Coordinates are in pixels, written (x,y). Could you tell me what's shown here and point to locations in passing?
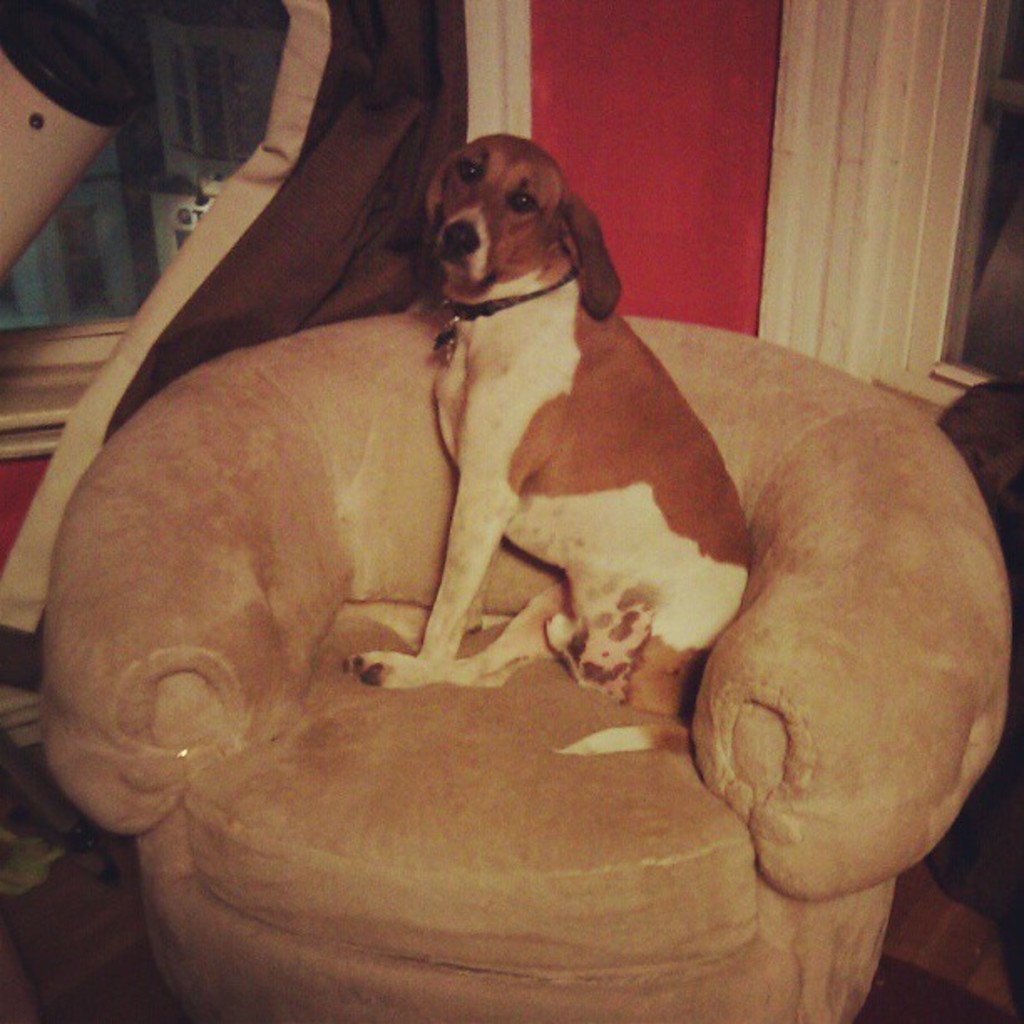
In this image I can see a dog (502,521) sitting on the chair (355,757). In the background (370,147) there are some objects (332,103).
